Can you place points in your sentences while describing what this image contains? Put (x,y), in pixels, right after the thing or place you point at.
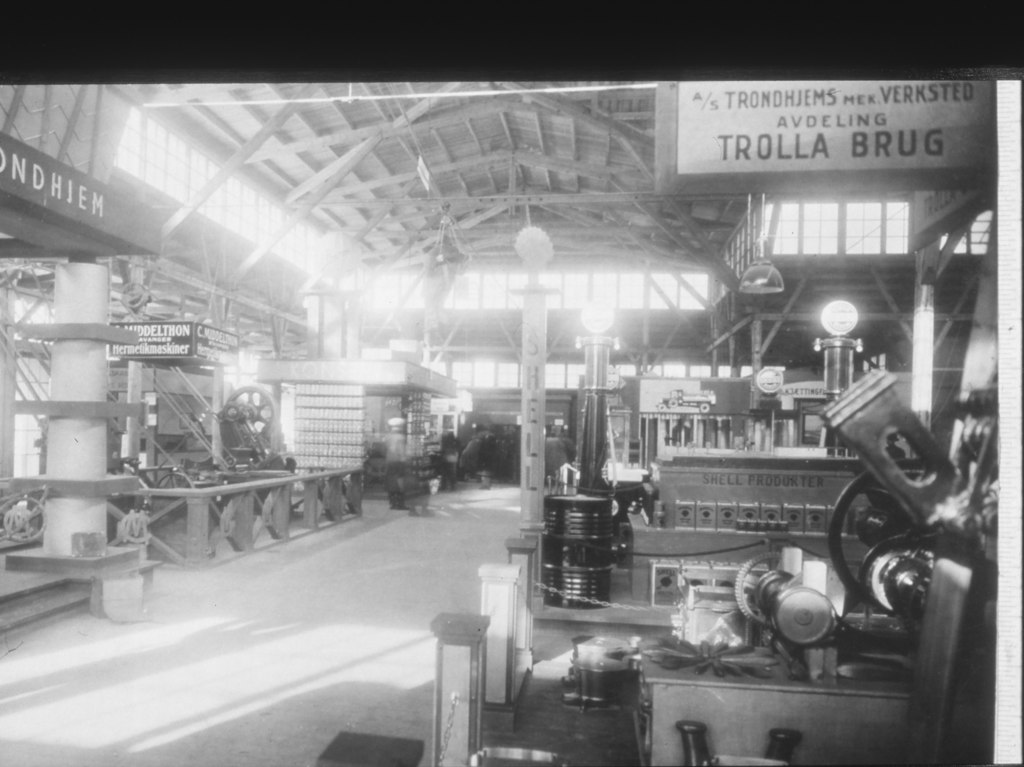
This is a black and white image and here we can see machines (603,400), lights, chains (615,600), boards (196,343) and some other objects (138,531). At the bottom (271,646), there is a floor (321,578) and at the top (376,167), there is a roof (458,143).
